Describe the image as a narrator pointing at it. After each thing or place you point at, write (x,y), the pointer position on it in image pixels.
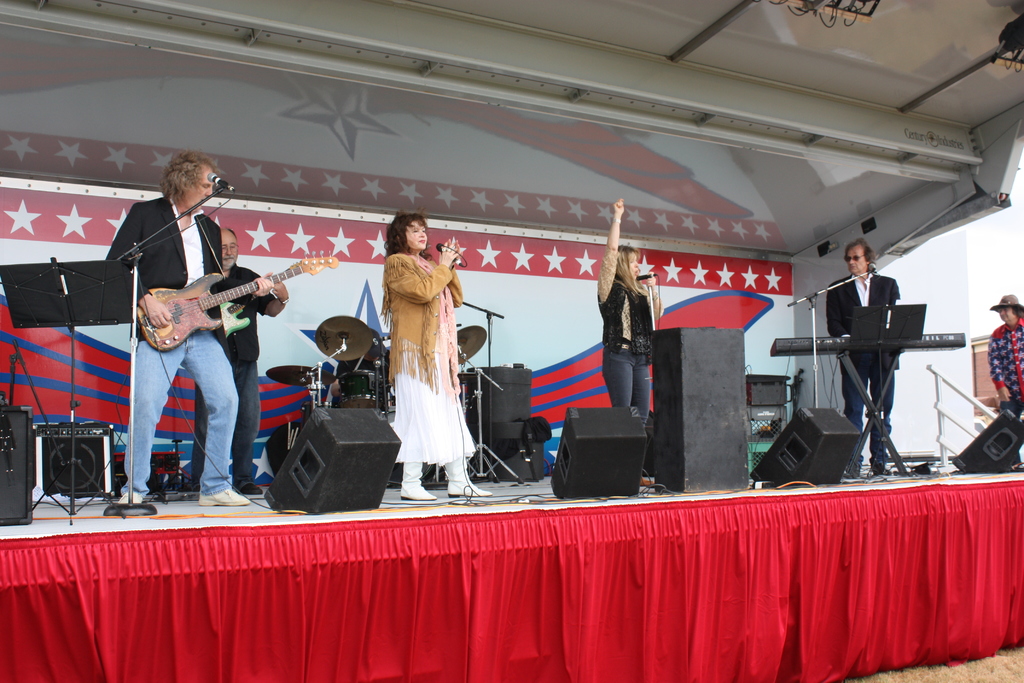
In this image we can see few people (468,434) standing on the stage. The man (212,402) on the left side of the image (182,302) is playing the guitar (195,323). The man (865,285) on the right side of the image (849,298) is playing piano (786,353). This is the drum set (362,401).
